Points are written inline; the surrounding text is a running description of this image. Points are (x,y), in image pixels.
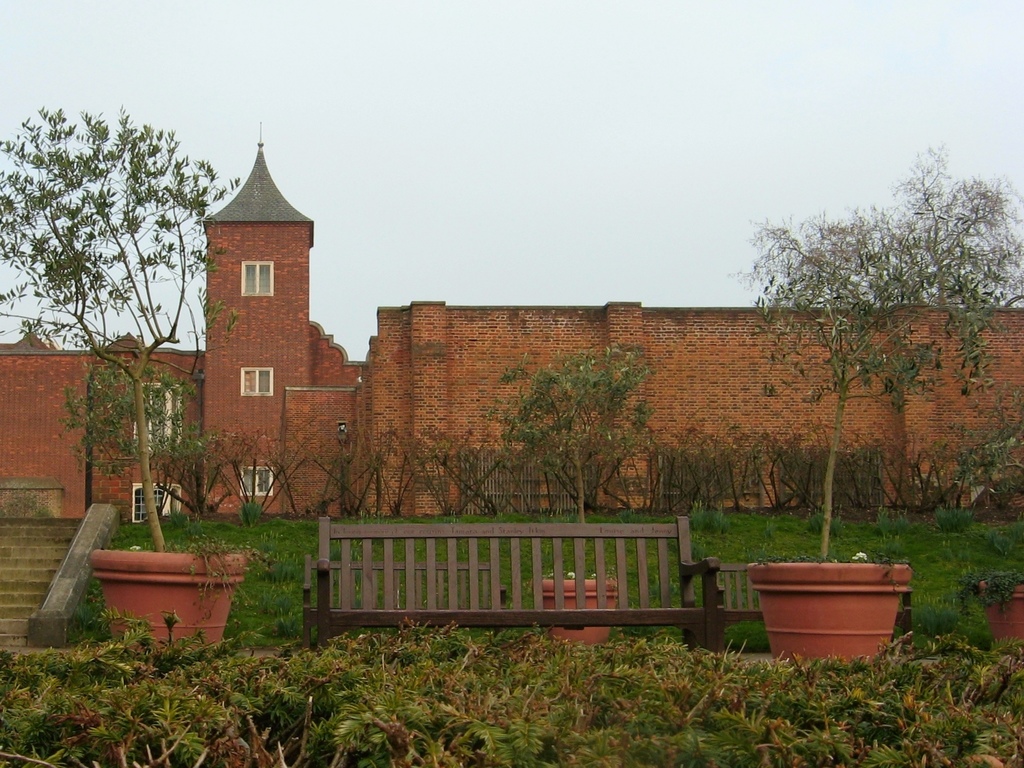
In this image, There is grass (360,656) which is in green color, And in the middle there is a chair (408,575) which is in brown color, On the right side (846,616) there is a pot (847,599) which is in brown color, In the background (852,371) there is a wall (758,376) in red color and there is a tree (140,378) which is in green color and there is sky (566,127) in white color.
